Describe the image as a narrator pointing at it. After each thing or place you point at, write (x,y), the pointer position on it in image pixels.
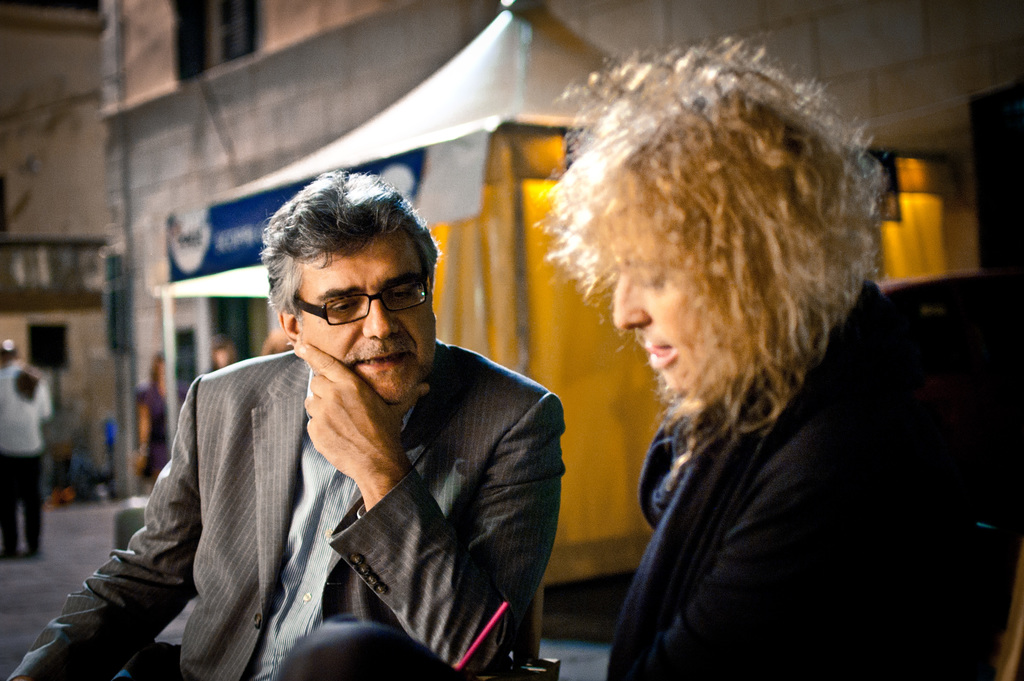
In this picture there is a man (403,271) who is wearing spectacle (353,304), suit (420,512) and trouser (310,680). He is sitting on the chair (519,654). Besides him there is another woman (778,388) who is wearing black dress (794,603). In the back (574,309) there is a tent (527,259) near to the building (369,101). On the left (28,414) there is a man (13,424) who is standing near to the pole (126,360).
